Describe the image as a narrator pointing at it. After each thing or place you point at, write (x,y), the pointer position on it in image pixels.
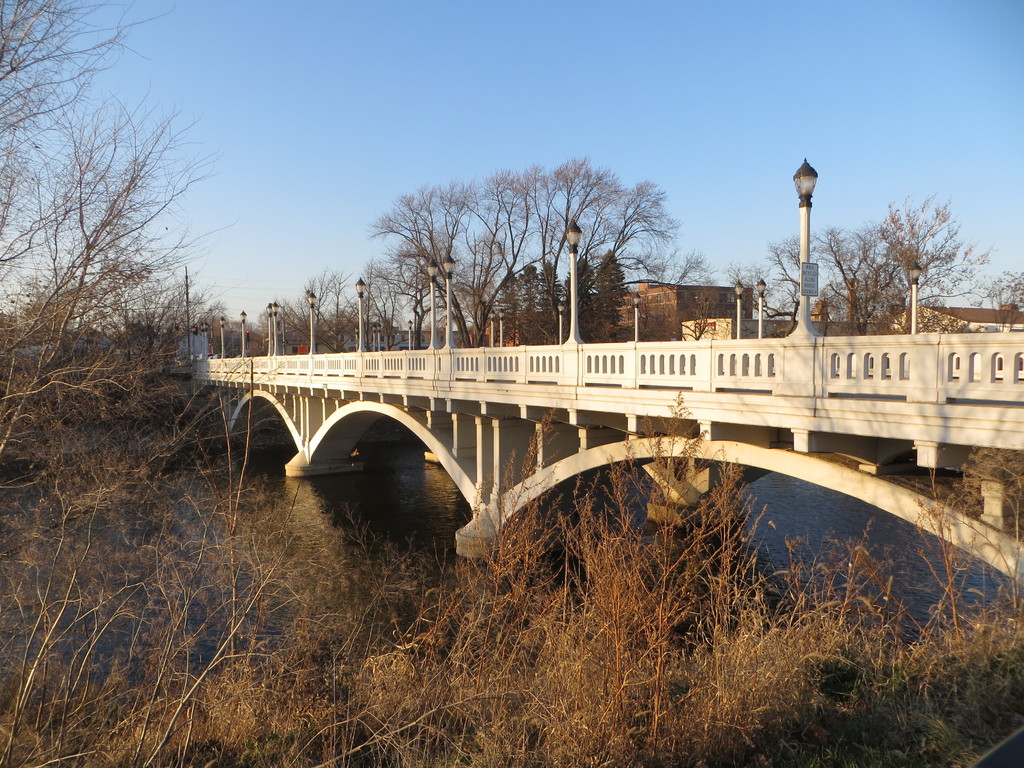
In this picture I can see a bridge (600,369), there is water (916,536), there are lights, trees (156,423), and in the background (523,112) there is sky (742,115).
